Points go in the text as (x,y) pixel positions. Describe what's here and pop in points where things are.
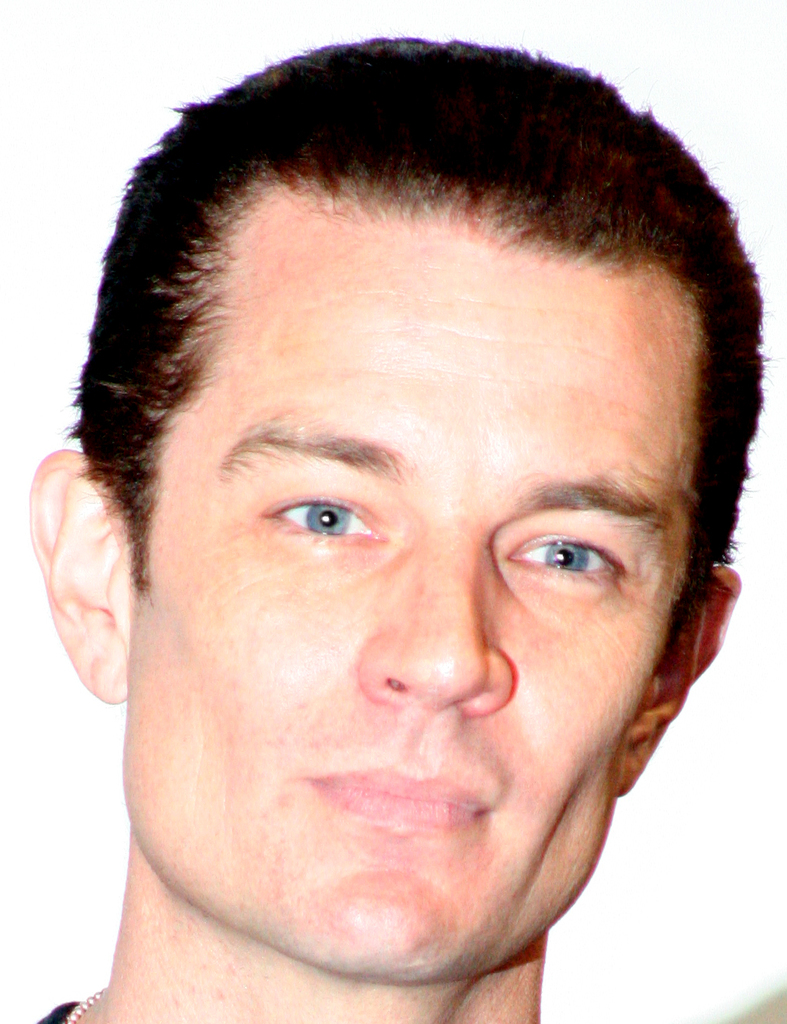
As we can see in the image there is a man face (388,480).
